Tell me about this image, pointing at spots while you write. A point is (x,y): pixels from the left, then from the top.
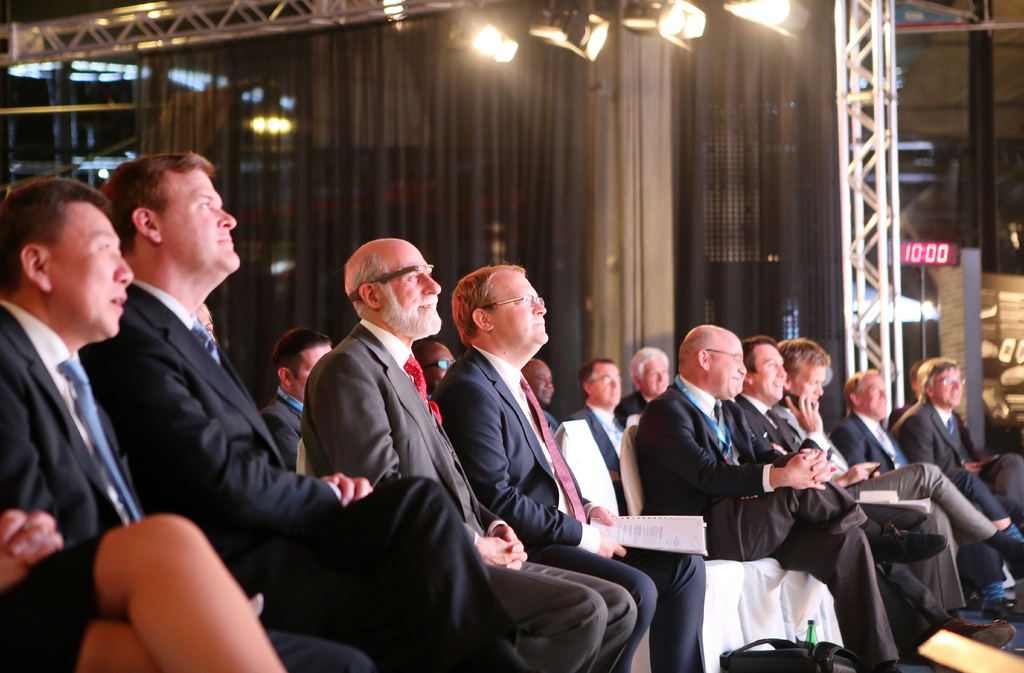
In this image there are chairs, people (675,665), bags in the foreground (623,570). There is a curtain (395,42) in the background (643,277). There are lights (598,54) on roof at the top (771,12).
